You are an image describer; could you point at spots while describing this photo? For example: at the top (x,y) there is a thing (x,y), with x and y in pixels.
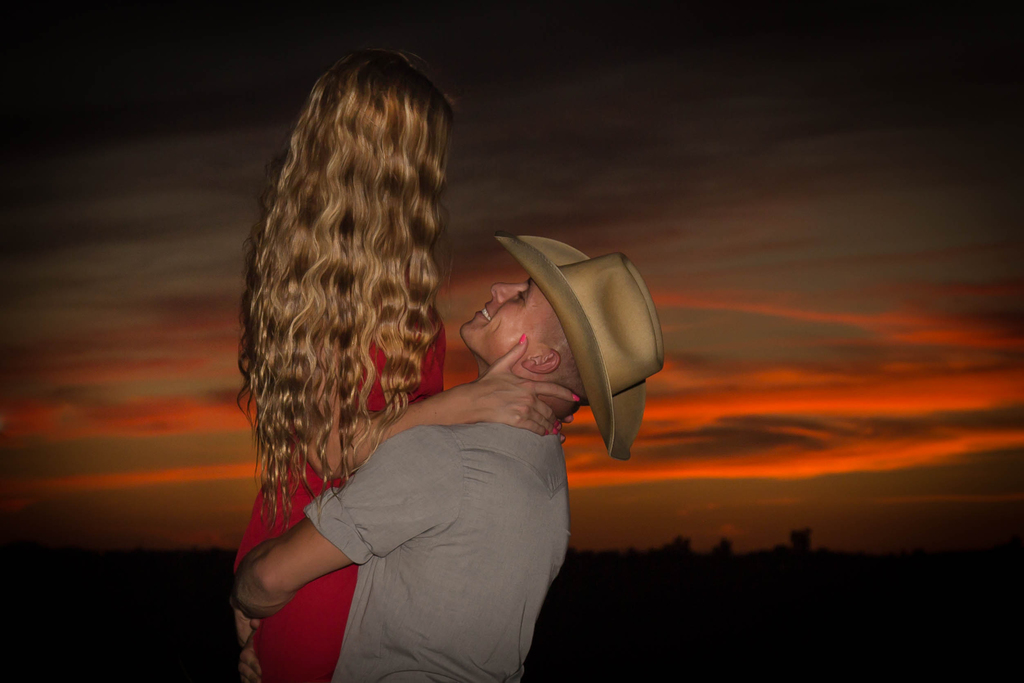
In this image, there are a few people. We can also see the background (918,58) and the sky (811,364) with clouds (742,398).
